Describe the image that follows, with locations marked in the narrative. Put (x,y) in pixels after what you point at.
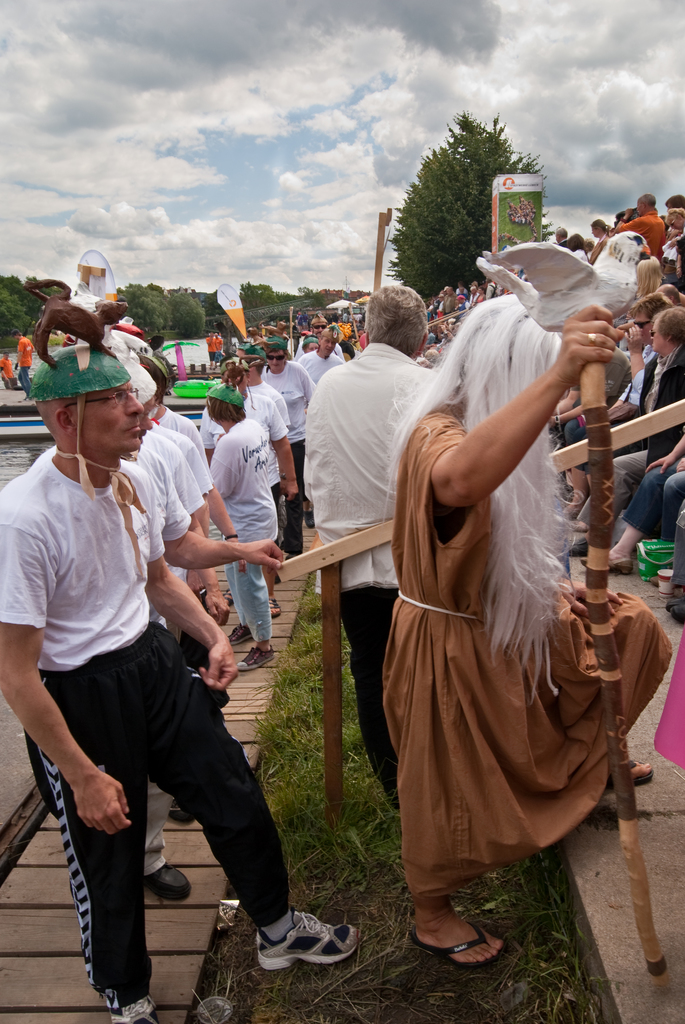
In this image I can see number of people (326,349) are standing and on the left side (219,631) I can see most of them are wearing white colour dress (112,519) and on their heads (43,396) I can see a green colour thing (101,372). On the right side (597,308) I can see one person (404,434) is holding a stick (648,910). In the background (21,309) I can see number of trees (394,265), few boards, clouds (603,58) and the sky (300,111).
